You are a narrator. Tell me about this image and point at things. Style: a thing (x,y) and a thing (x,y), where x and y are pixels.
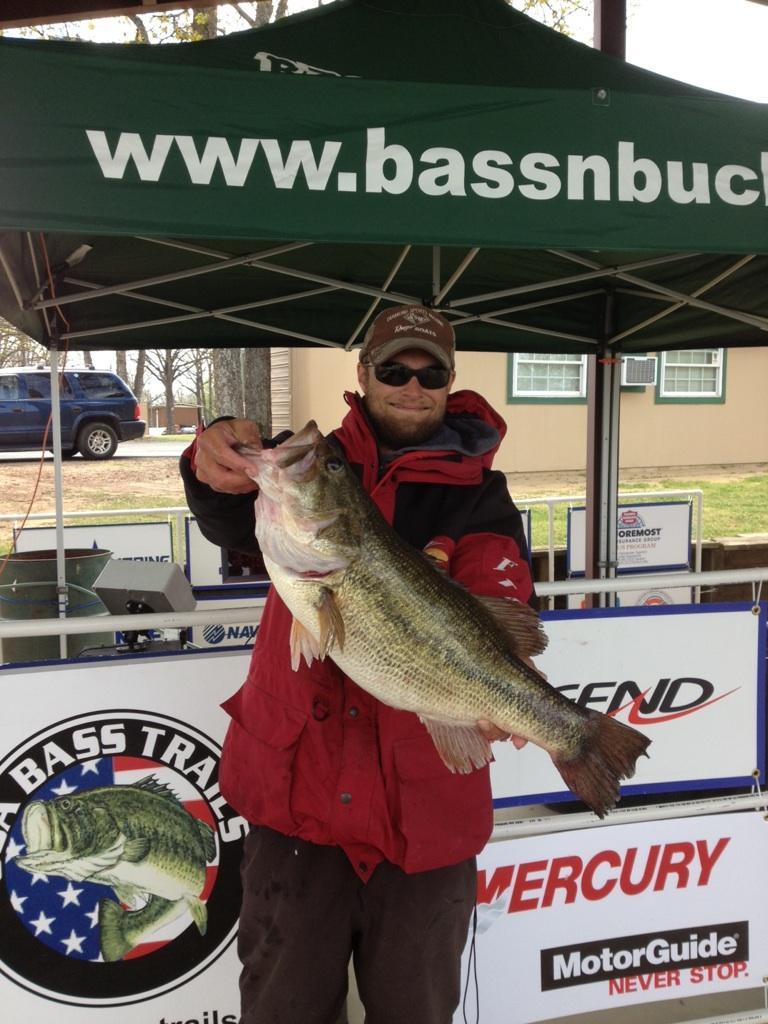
In this image we can see a man (477,592) standing on the ground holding a fish (465,724). We can also see a board (114,818) with some text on it, a container (28,557) and some devices (146,571) placed under a tent (64,638). On the backside (119,419) we can see a building (493,467) with windows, a car (127,412) on the road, a group of trees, a pole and the sky (688,75).
